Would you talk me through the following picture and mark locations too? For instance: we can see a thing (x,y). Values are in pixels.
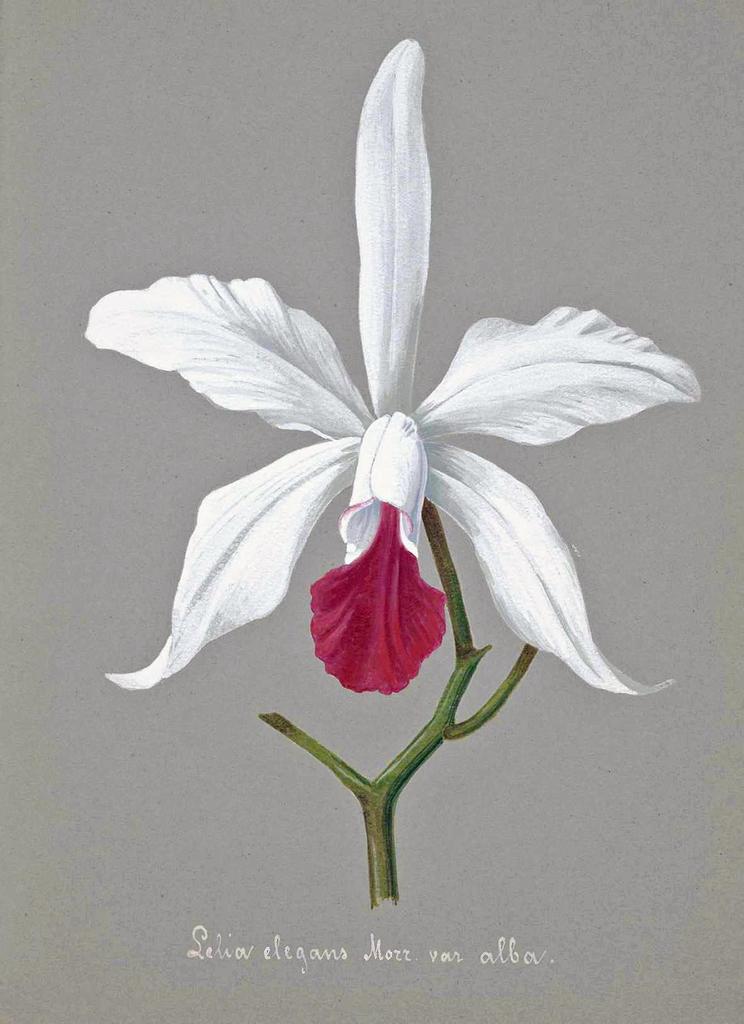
In this image we can see a white color flower (415,495), stem (410,777) and text (375,942). Background (497,768) is grey in color.
